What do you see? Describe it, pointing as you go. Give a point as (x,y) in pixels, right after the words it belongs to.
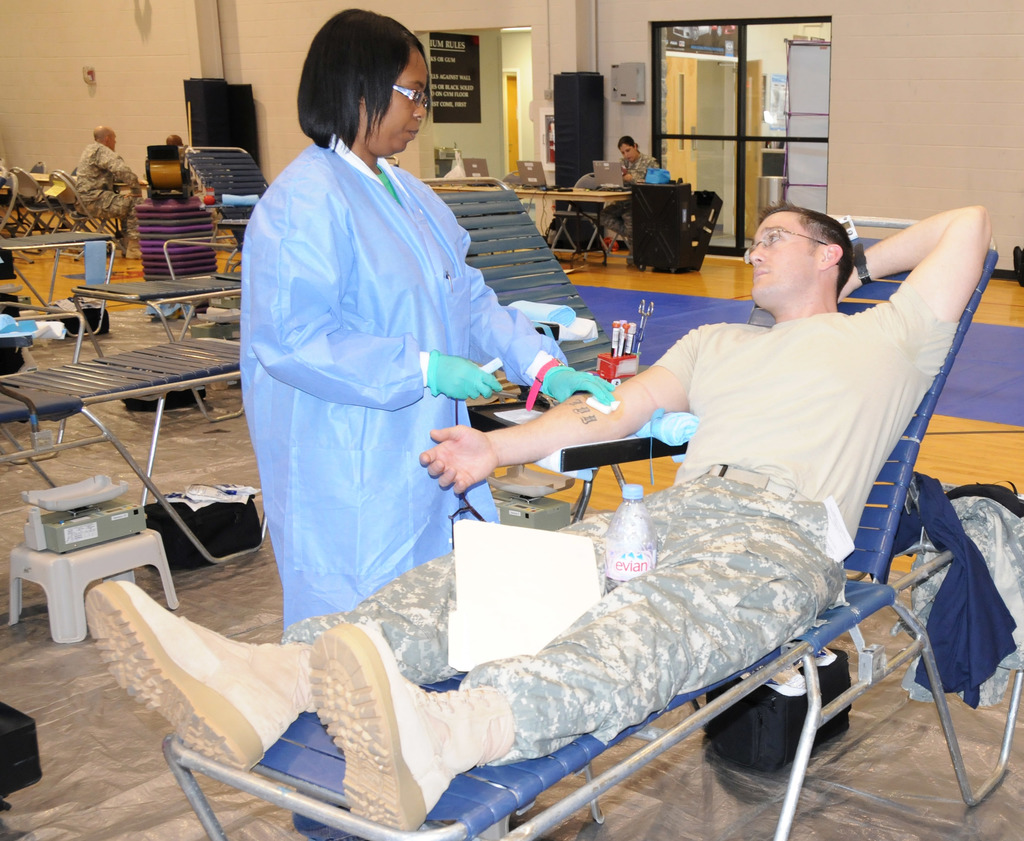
This is a room (937,787) where we can see some beds (197,367), stools (136,551) and also the people (363,352), the water bottle (631,492) and also the person (592,436) is sitting on the chair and also lying and also a window (781,101).
